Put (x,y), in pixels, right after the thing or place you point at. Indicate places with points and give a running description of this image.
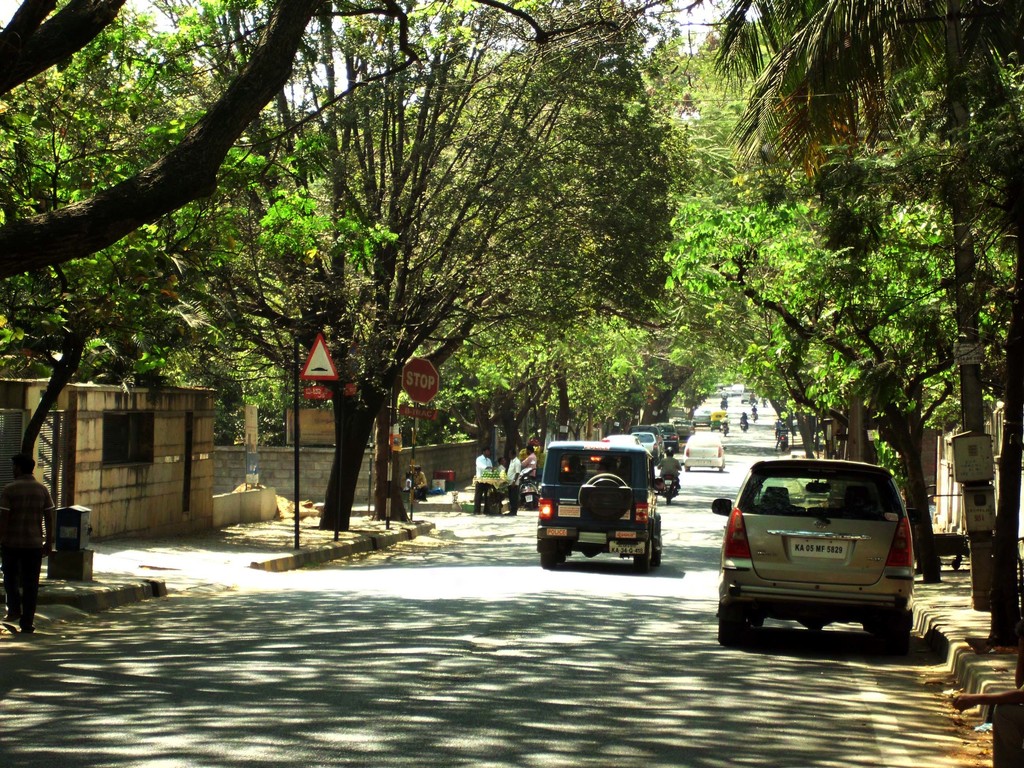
There is a person (34,580) walking and we can see vehicles (765,511) on the road (65,652). We can see wall (286,456) and trees (1020,433). In the background (779,423) we can see people (484,454).
